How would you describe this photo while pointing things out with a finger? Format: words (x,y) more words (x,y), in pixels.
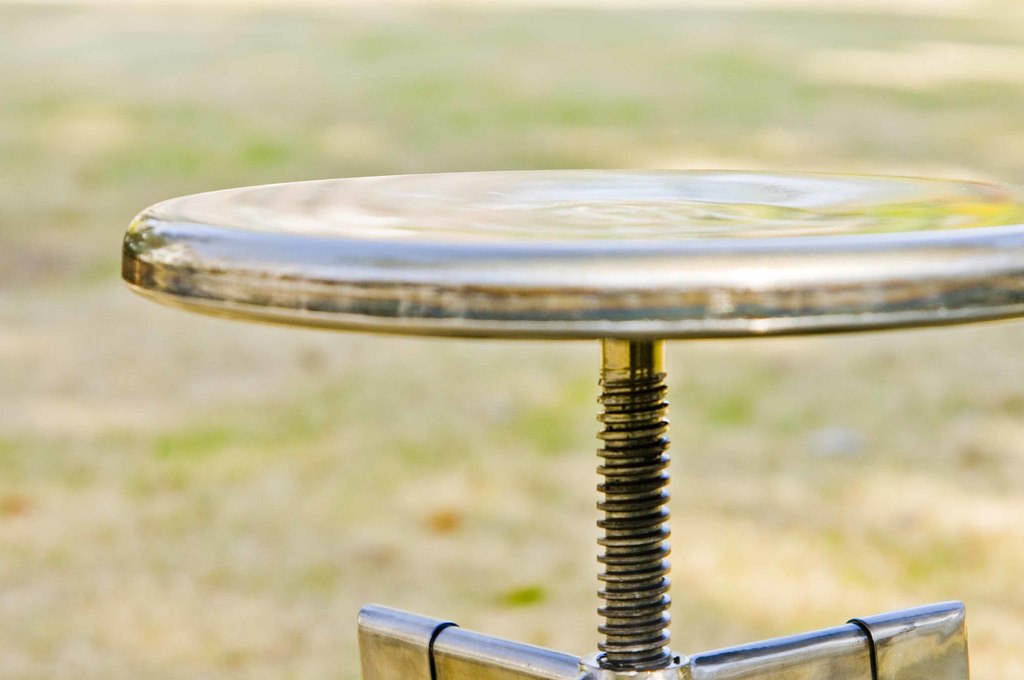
In this picture, in the foreground (687,259) it looks like a stool (646,349). At the back (6,157) the image is blurry. At the bottom (114,542) there might be ground (222,524) and grass (278,458).
